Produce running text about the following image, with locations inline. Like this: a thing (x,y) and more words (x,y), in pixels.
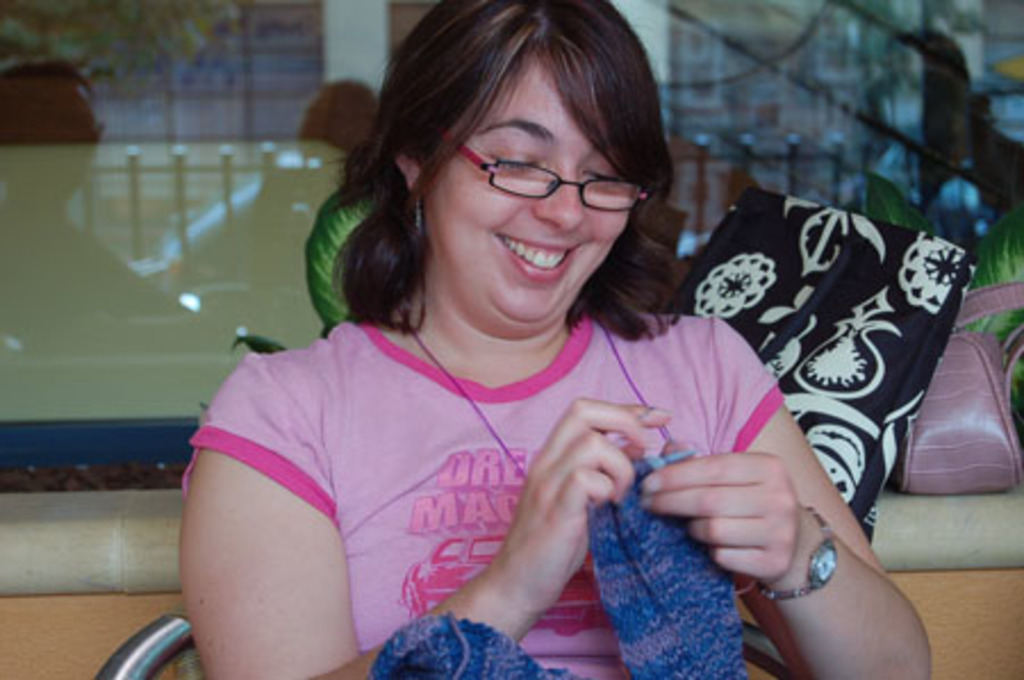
In this picture there is a woman (346,508) sitting on a chair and smiling and holding a cloth (642,670), behind her we can see bags (923,340) on the platform (904,549), leaves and glass (672,99).
